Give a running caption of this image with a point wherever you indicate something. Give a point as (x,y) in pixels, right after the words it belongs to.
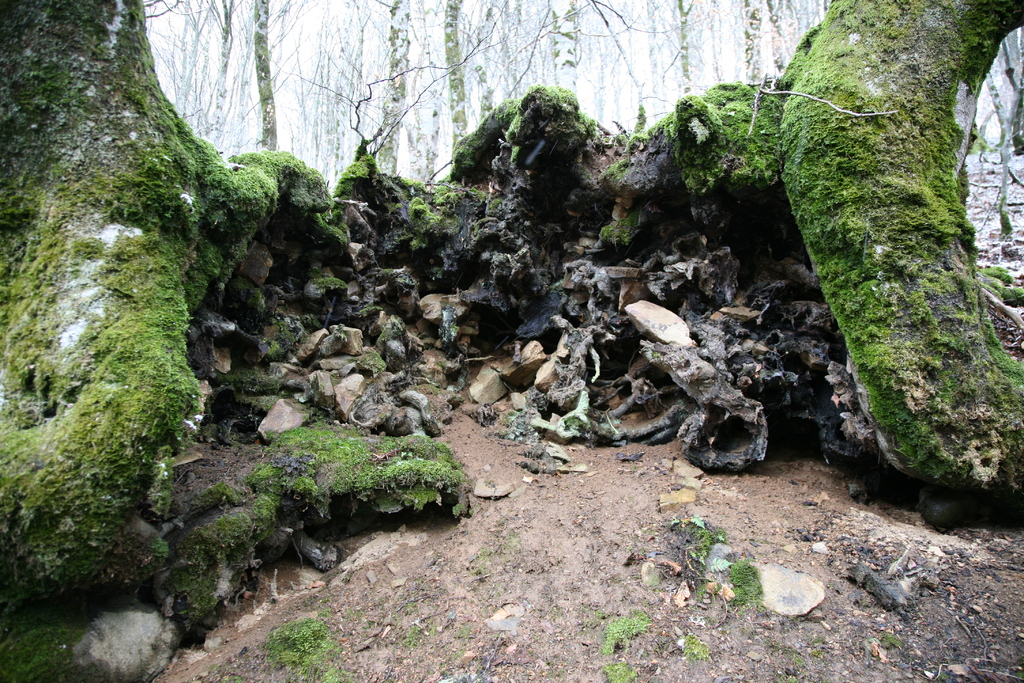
In this image there is some algae (28,491) on the rocks (357,354) and in the background (1007,220) there are trees (390,154).
